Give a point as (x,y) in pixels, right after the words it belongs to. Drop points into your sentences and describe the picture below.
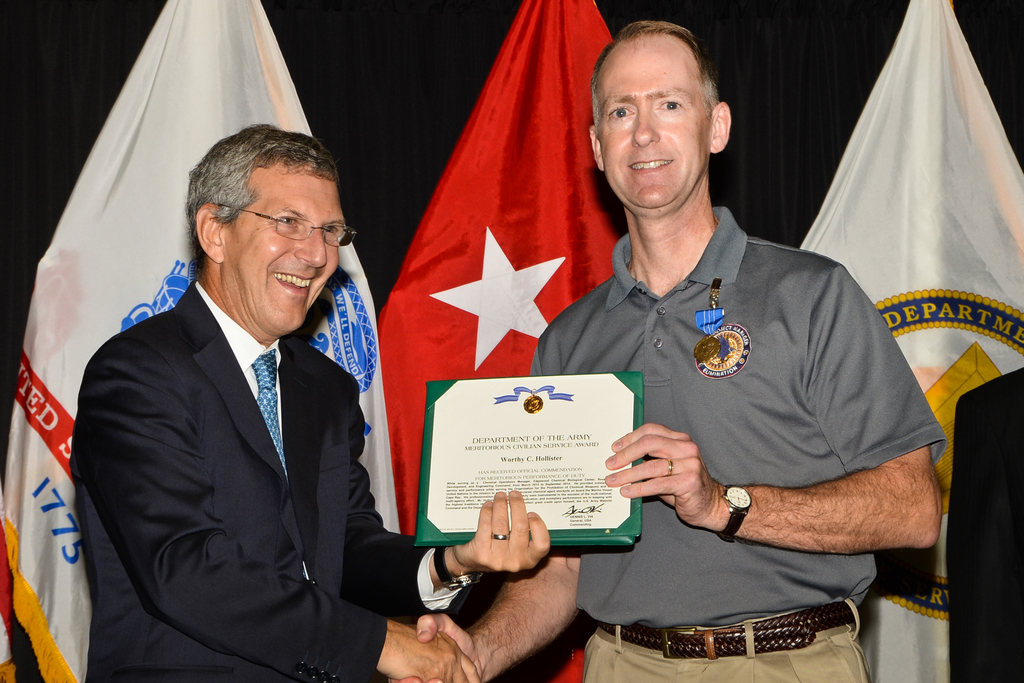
In this image I can see two men (641,311) are standing and I can see both of them are holding a certificate (466,414). I can also see smile (285,272) on their faces (264,301) and I can see both of them are wearing watch (441,548). Here I can see he is wearing specs (335,241), suit (242,393), tie (266,390) and white shirt (246,360). In the background (122,293) I can see few flags (61,365).
